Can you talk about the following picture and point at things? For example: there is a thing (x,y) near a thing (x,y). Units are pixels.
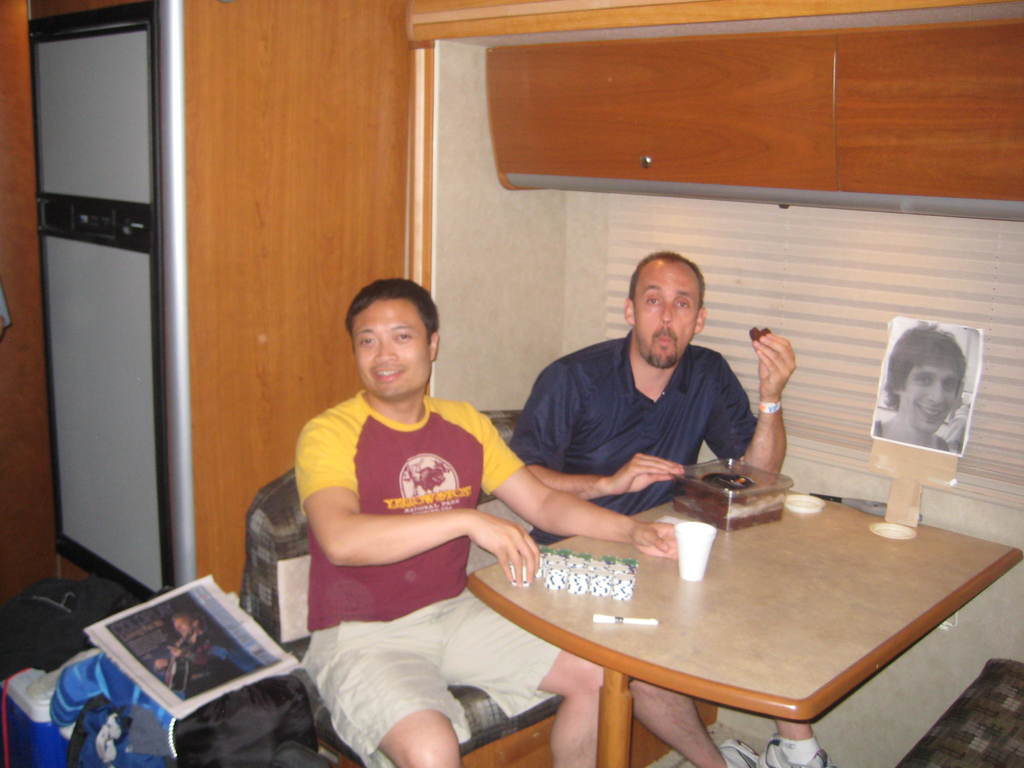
There are two men (415,555) sitting in the chairs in front of a table (790,632) on which a box (723,496) and some chips (579,585) were placed. Beside them there is a bag (150,700) on which a paper (161,643) was placed. In the background (877,404) there is a photograph (919,406) placed on a stick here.
